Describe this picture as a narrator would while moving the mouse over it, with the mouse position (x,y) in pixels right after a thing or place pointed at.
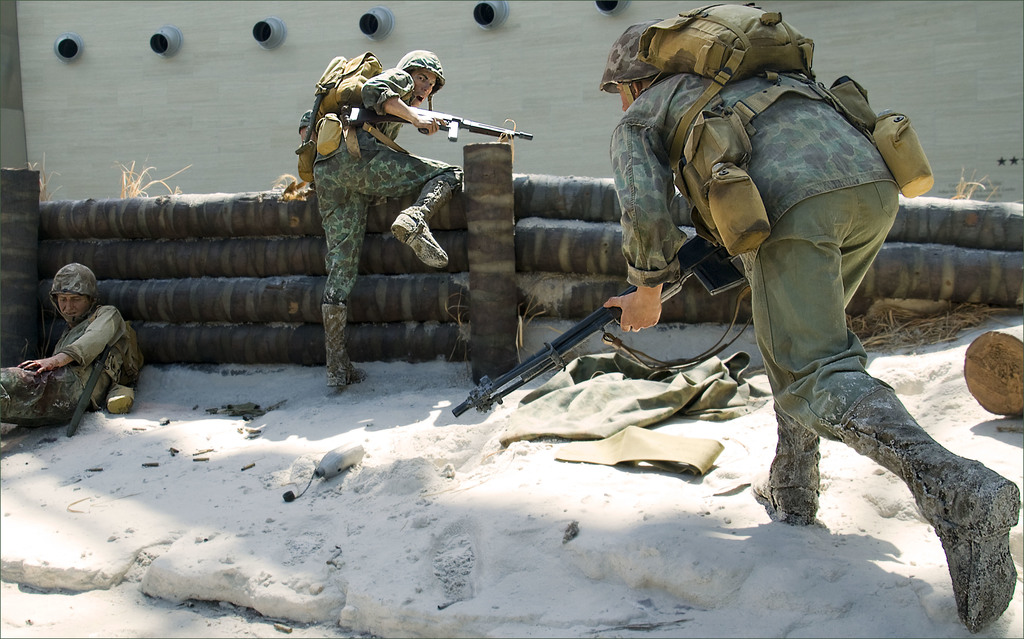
In this picture, we see three military people (629,295). Among them, two are holding guns (481,128) in their hands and they are even wearing backpacks (370,74). Behind them, we see a wooden fence (501,271) and behind that, we see a wall (257,85) which is white in color. At the bottom of the picture (389,600), we see sand (518,564) and a cloth (593,427) which is in green and brown color.
